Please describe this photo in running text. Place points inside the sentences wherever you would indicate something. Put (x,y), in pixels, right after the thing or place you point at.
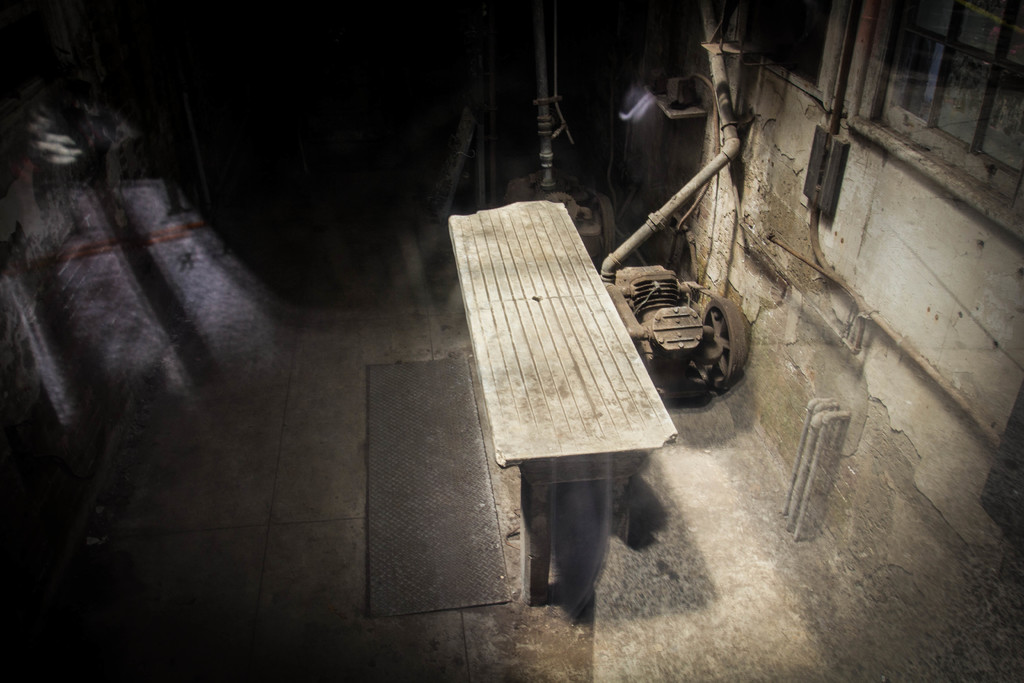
There is a wooden table (569,393) in the middle (557,339). Beside the table (556,388), there is a wall (879,556), a pipe (709,174), iron item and some other objects (396,371).
